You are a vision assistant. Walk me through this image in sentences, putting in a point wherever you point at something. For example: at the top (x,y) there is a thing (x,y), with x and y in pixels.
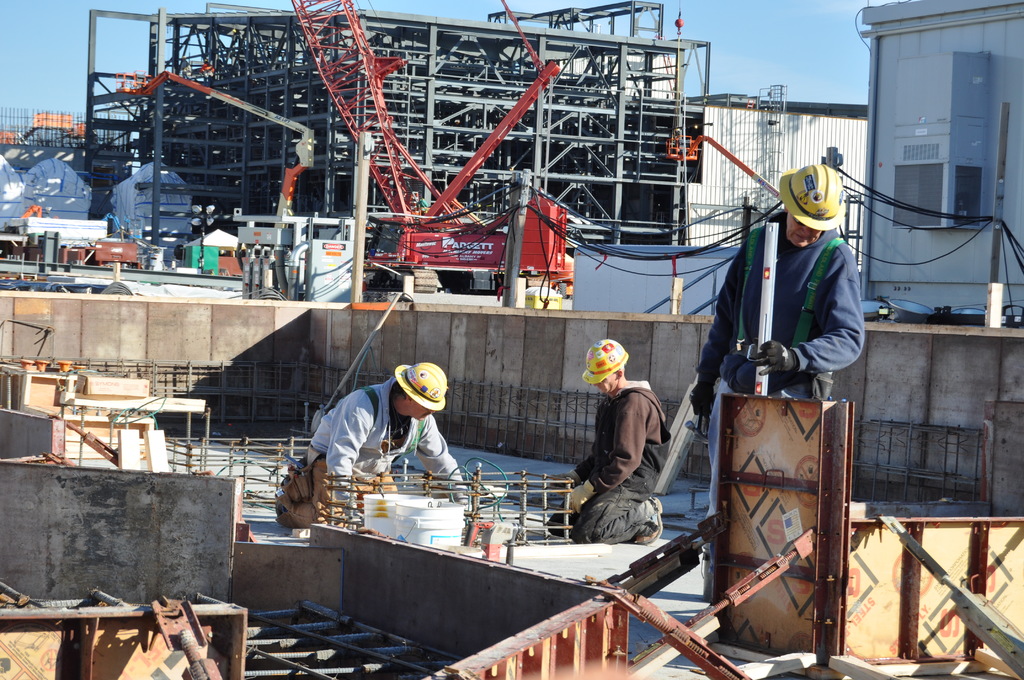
In the center of the image (348,442) we can see three people (743,385) doing construction work. In the background (441,277) we can see crane (417,264) and some equipment (307,230). There are rods (212,465) and there is a building (880,251). At the top (780,26) there is sky (762,30).
